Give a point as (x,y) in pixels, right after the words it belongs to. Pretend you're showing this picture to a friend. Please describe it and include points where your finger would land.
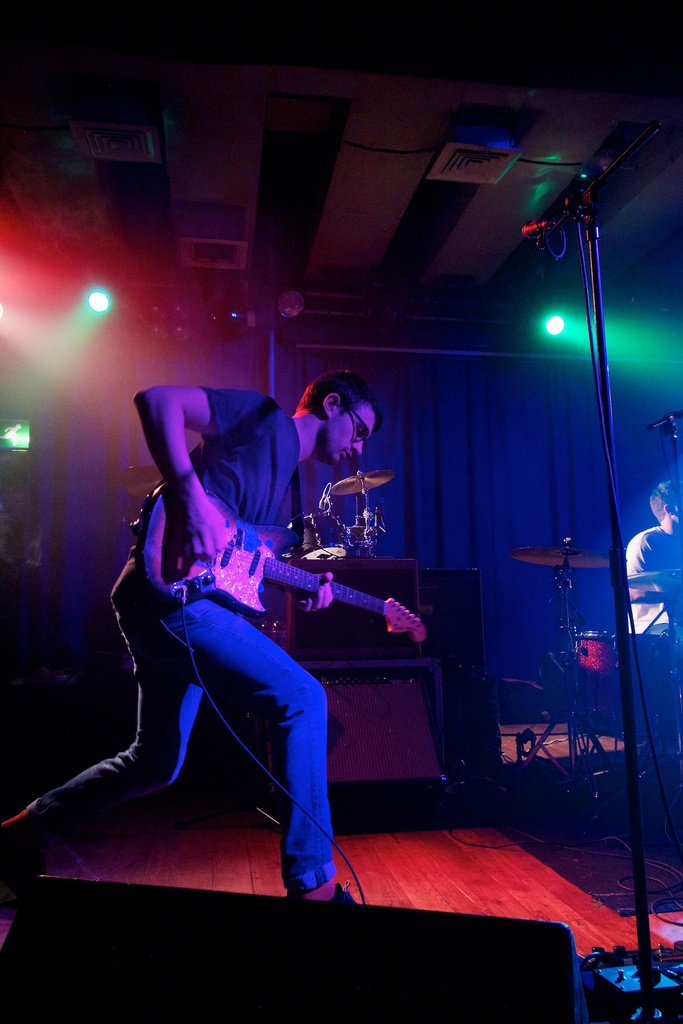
In this image i can see a man (250,497) standing and holding guitar (242,520) at the back ground (406,483) i can see a curtain (535,386).
